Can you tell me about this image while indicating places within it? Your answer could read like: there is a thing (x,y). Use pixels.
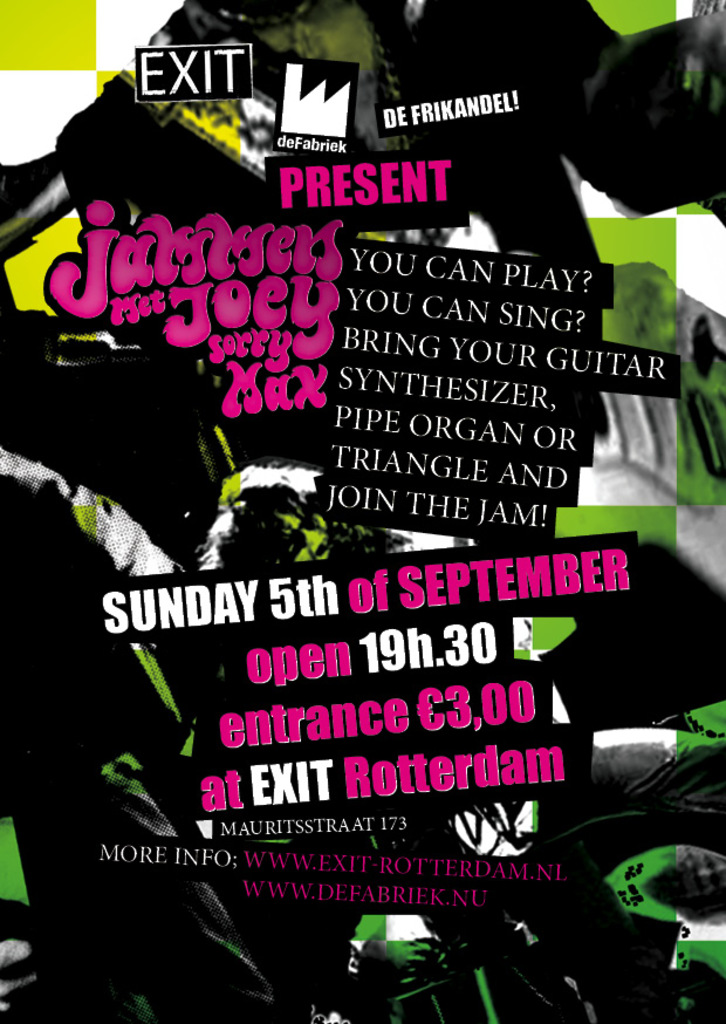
In this image we can see an edited picture of some abstract images (342,537) and some text (429,431) on it.
